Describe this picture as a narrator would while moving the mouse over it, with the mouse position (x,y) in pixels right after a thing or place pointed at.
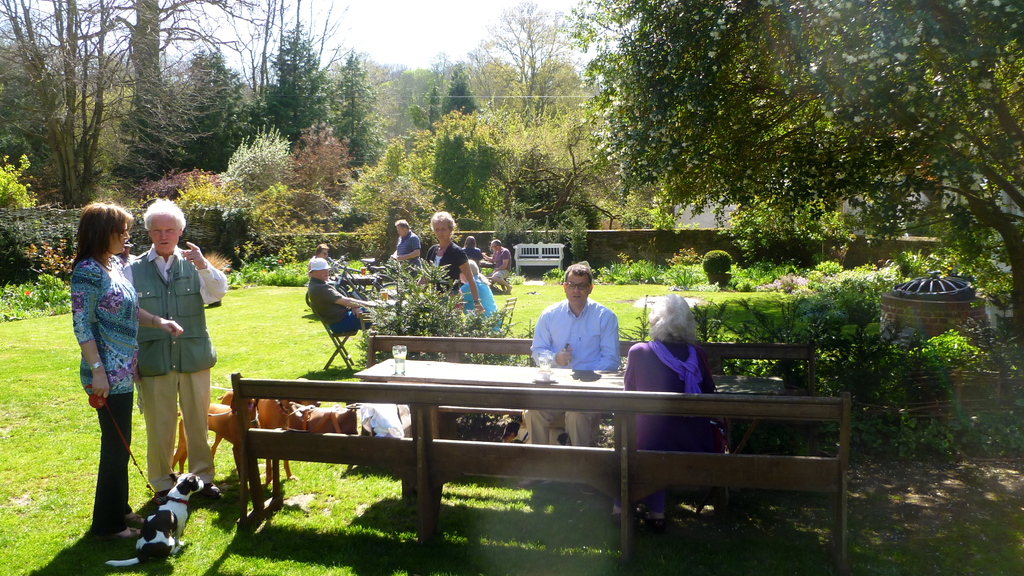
People (692,377) are sitting in groups (417,249) at different tables (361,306) in a garden (774,313) with some trees (600,164) and dogs (190,486) around them.
